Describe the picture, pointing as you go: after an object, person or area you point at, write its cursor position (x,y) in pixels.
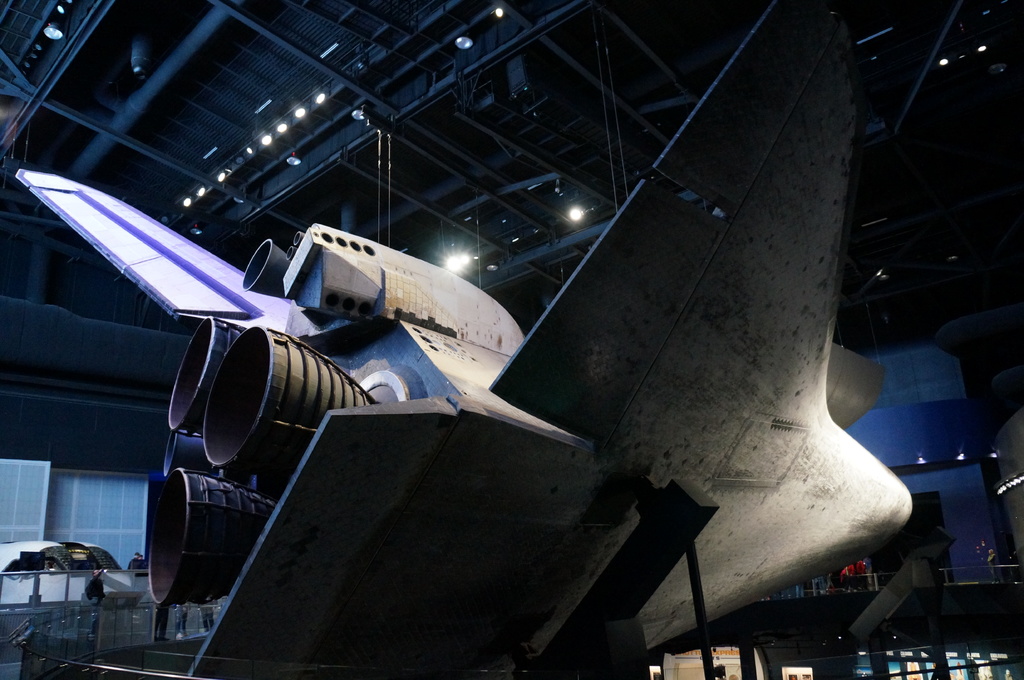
In this image we can see an inside view of a building (364,54). In the foreground (323,468) we can see an airplane (450,472) placed on stands (639,637). In the background (192,627), we can see group of persons (165,608) standing on the floor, barricades (112,626), a device (58,559) placed on the ground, group of lights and poles (385,146).
